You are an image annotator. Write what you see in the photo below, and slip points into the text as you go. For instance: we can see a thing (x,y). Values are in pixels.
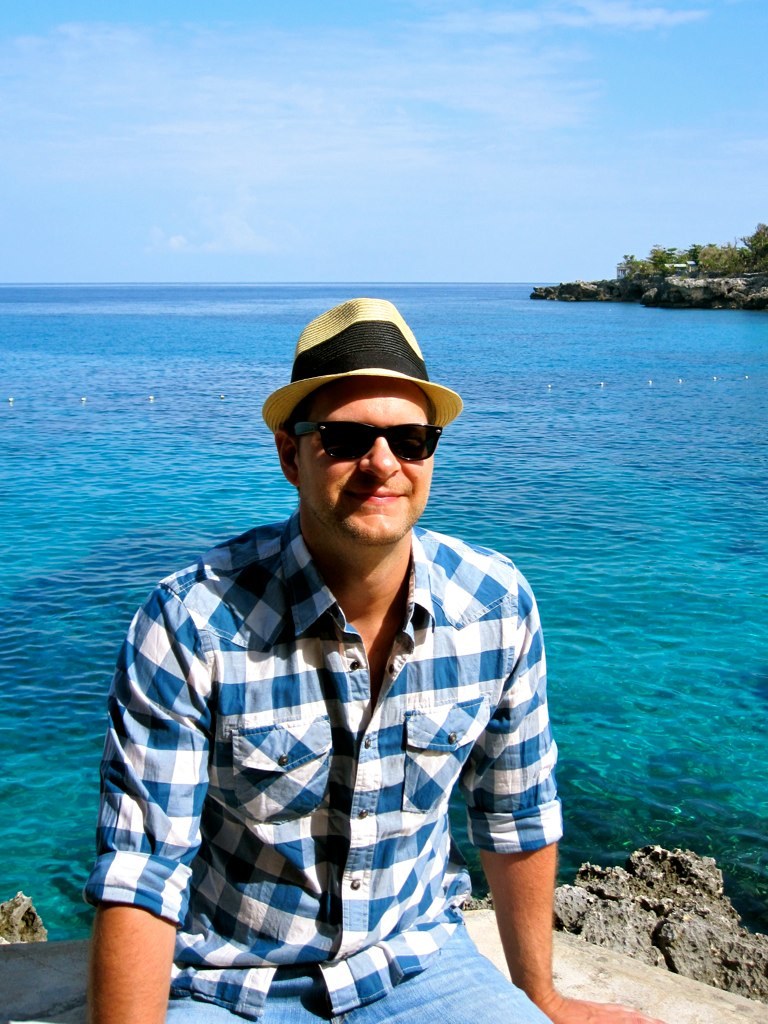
In this image, we can see a person (332,676) wearing goggles (366,426) and hat (383,345). He is smiling and sitting on the surface (592,971). Background (744,265) we can see wall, trees (727,254), rocks (693,303), water (711,392) and sky (304,140).
